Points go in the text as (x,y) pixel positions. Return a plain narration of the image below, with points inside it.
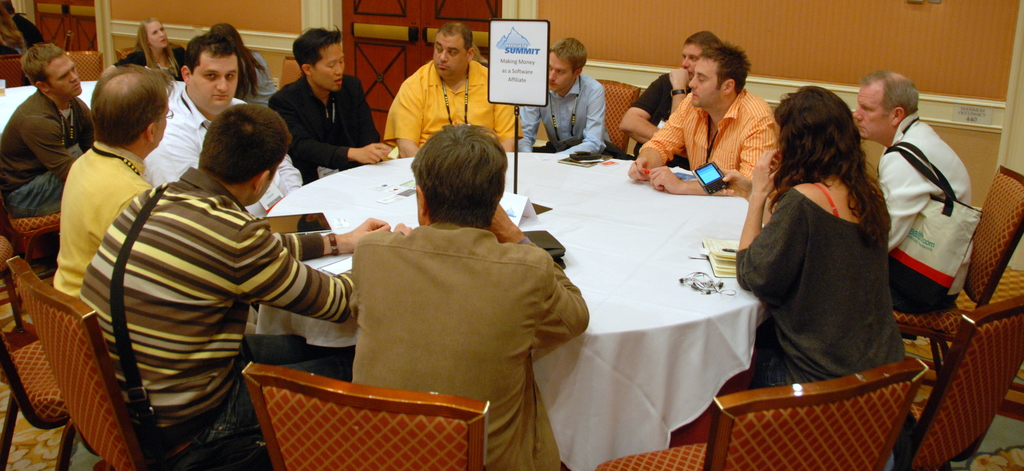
Here in this picture we can see many people (685,164) sitting Around the table (599,229) a white cloth (638,282) is on the table (645,277). We can see a lady (787,224) and 10 men (721,144) are sitting around the table (553,188). Behind them there is a door (415,31). In the middle of that table (536,181) there is stand (509,90) we can see a summit (527,53) on it. Behind this people (217,141) there is an another table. To that table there are two ladies (128,64) sitting and talking.
